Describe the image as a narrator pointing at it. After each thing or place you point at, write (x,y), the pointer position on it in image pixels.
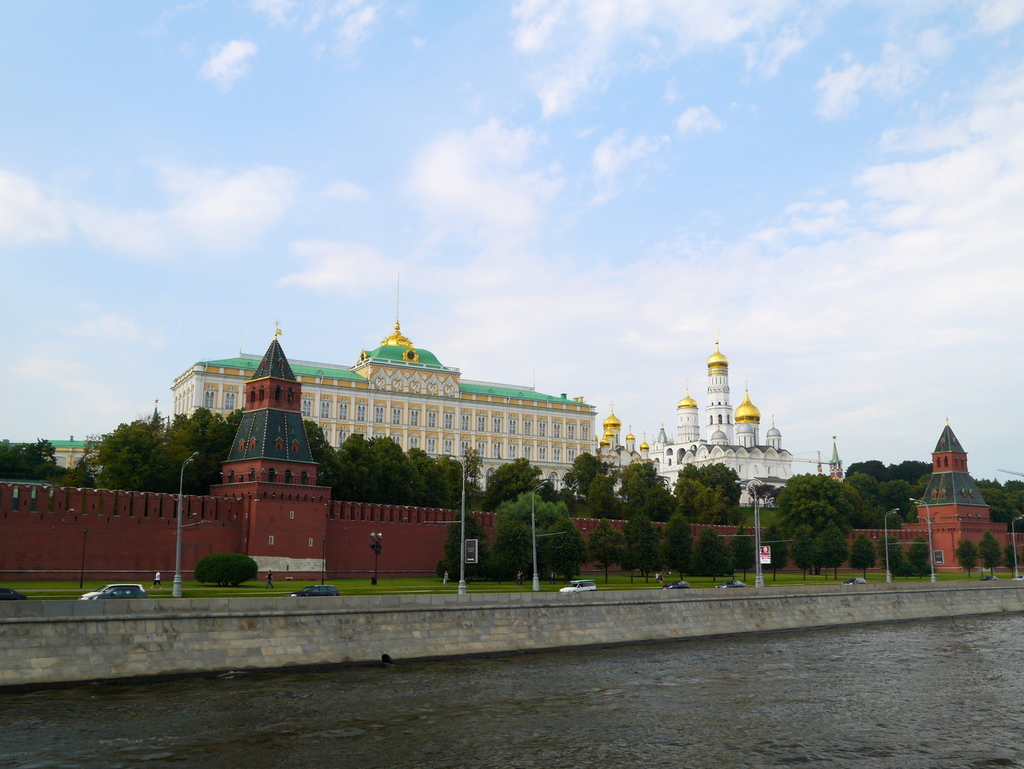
At the bottom of the image (494,722) I can see water (436,714). In the middle of the image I can see vehicles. In the background (316,565), I can see the grass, trees (179,449), building (402,415) and churches (748,451).
